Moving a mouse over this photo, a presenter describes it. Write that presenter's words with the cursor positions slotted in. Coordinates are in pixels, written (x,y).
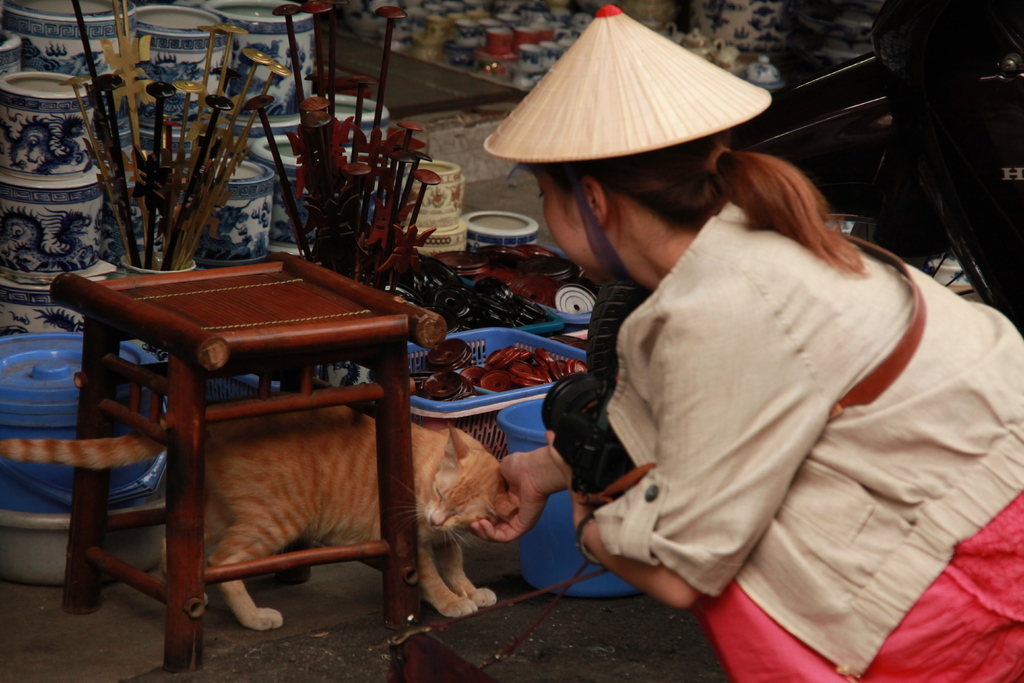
In front of this picture, we see a girl (625,500) wearing white jacket (783,428) and hat (612,129) on her head (625,169) is touching cat (478,503) with her hand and playing with it. To the right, to the left corner of the picture (279,392), we see table (234,338) and beside that, we see basket (489,393) which contains some lids (488,364) in it and behind that, we see flower pots (80,157) and some boxes (86,106) which are white in color.
